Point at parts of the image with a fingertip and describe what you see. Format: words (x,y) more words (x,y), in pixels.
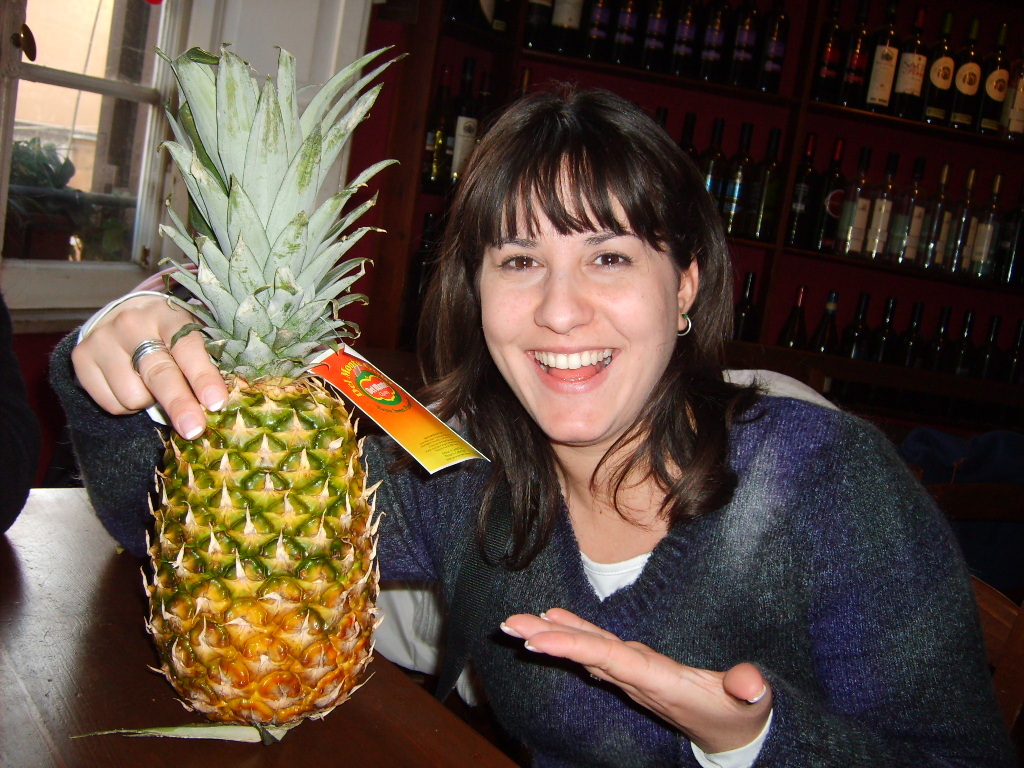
In this image we can see a woman (630,543) sitting on the chair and holding a pineapple (238,436) that is placed on the table (130,629). In the background (68,312) we can see windows (117,82) and beverage bottles (888,161) arranged in the cupboards (510,47).
